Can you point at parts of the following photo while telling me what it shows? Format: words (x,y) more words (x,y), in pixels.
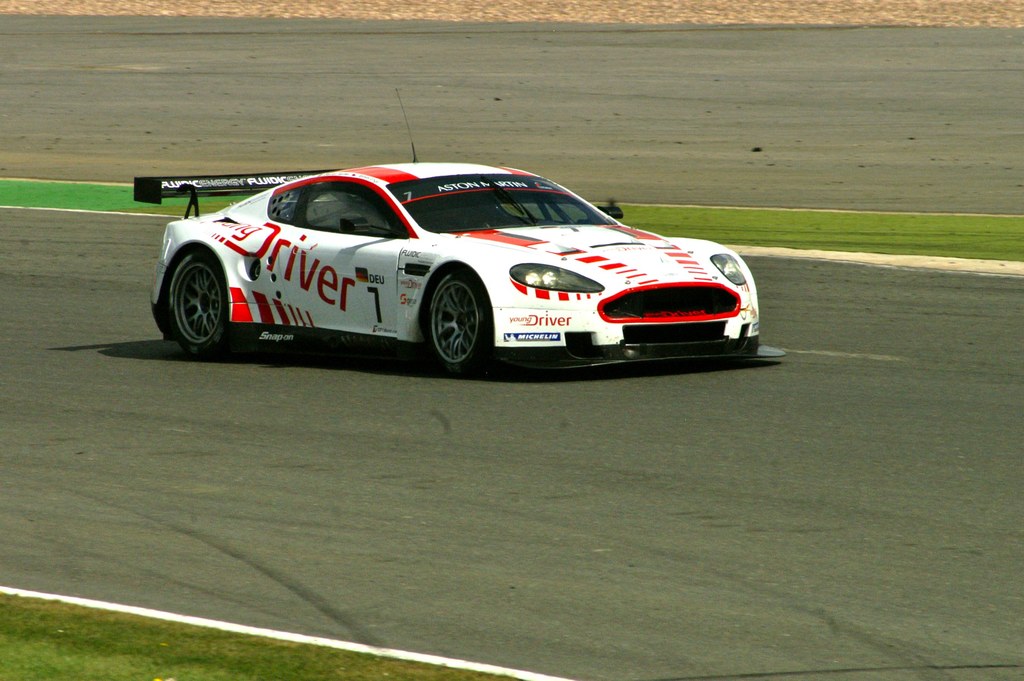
In this image we can see a vehicle (370,349) on the road (578,445), on the vehicle (498,275), we can see some text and also we can see the grass (937,230).
